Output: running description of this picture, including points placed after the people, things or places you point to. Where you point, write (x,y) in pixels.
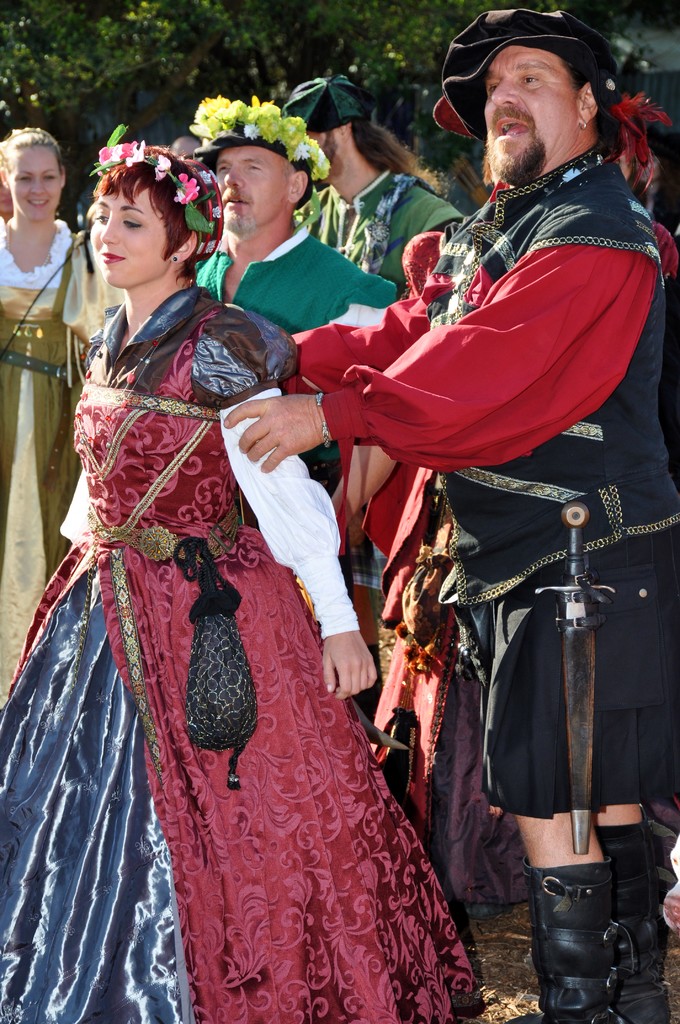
In the image on the right side (561,151) there is a man (515,445) with a cap (559,31) and a sword (577,721). In front of him there is a lady (156,240) standing and there is a flower crown (127,147) on her head (141,184). Behind them there are few people (221,176) standing. There is a man (221,188) with leaves and flowers crown (216,123) on the head (280,194). In the background (274,53) there are leaves (64,40).
